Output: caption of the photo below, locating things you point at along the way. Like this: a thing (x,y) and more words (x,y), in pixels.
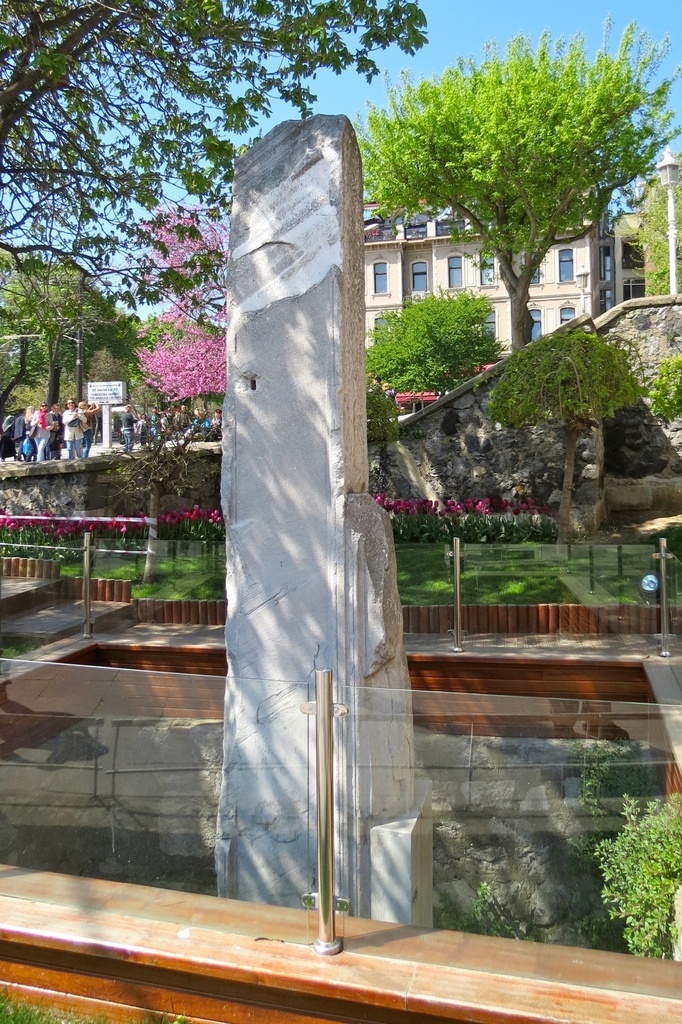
In this picture we can see a stone (240,685), fences (306,909), wall (588,454), trees (552,371), flowers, grass (207,583), building (482,287) with windows (415,280), board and a group of people (71,410) and in the background (466,31) we can see the sky (477,39).
